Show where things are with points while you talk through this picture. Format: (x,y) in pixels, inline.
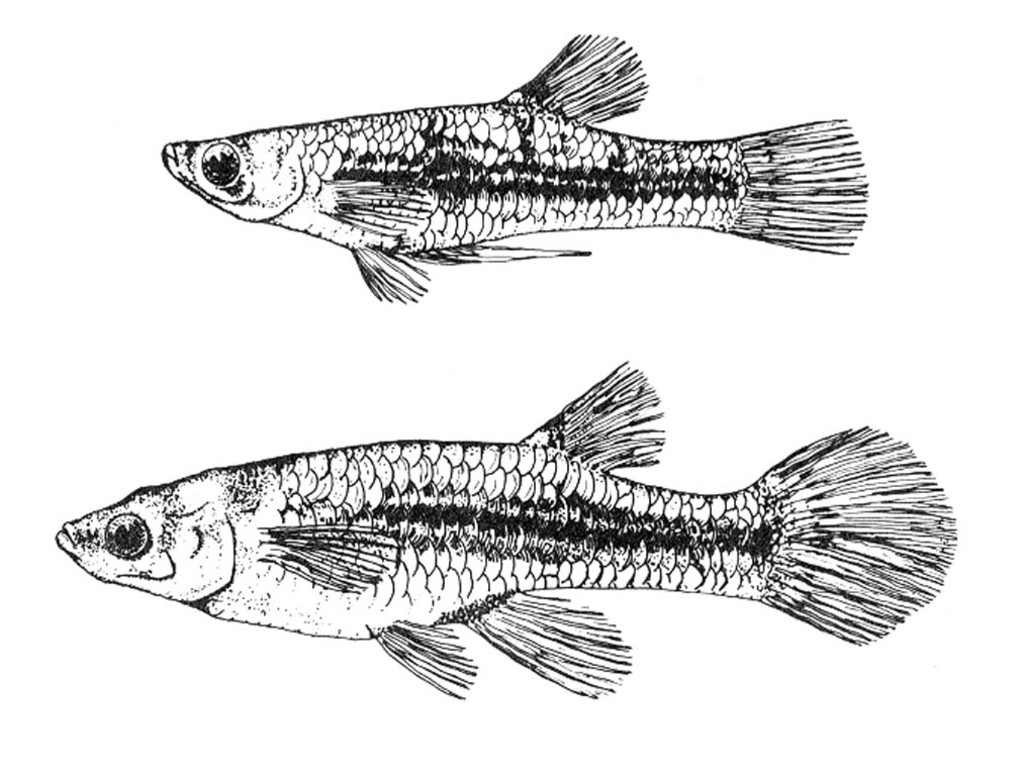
In this picture we can see the sketch (686,181) of the fishes (553,214).
